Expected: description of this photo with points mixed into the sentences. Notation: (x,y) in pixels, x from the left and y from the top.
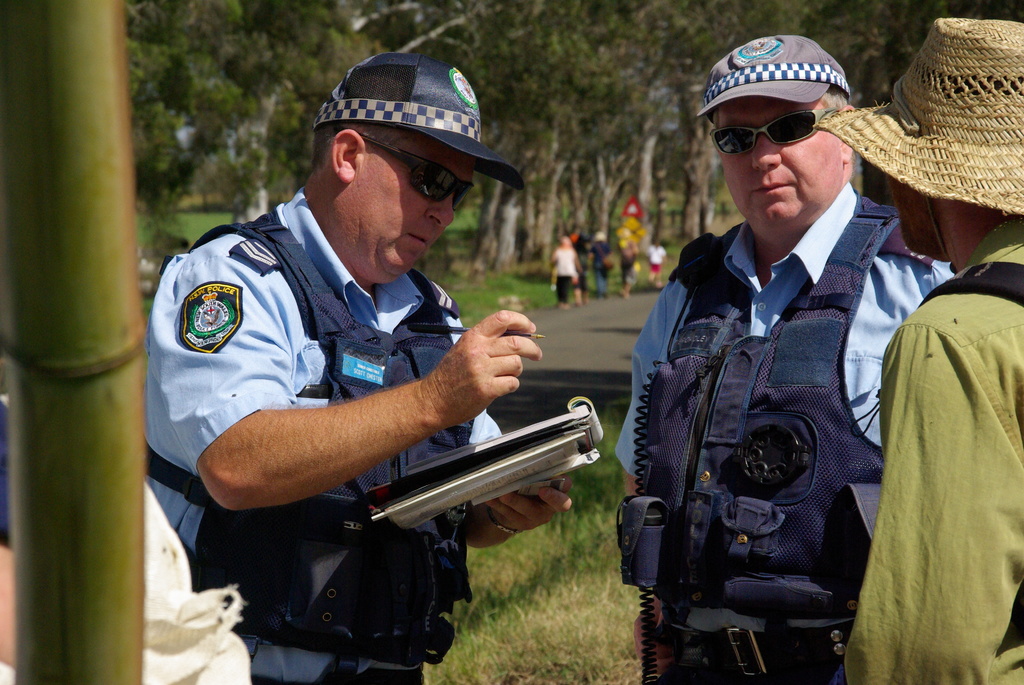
In the foreground of the picture (88,160) we can see policemen (875,274), person (950,438), bamboo stick (129,522), grass (487,568) and other objects (402,515). In the middle of the picture (414,365) we can see the police man (311,636) holding books (468,460) and a pen (465,332). In the background (563,137) there are trees (555,223), people (558,257), grass (482,283) and sky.
